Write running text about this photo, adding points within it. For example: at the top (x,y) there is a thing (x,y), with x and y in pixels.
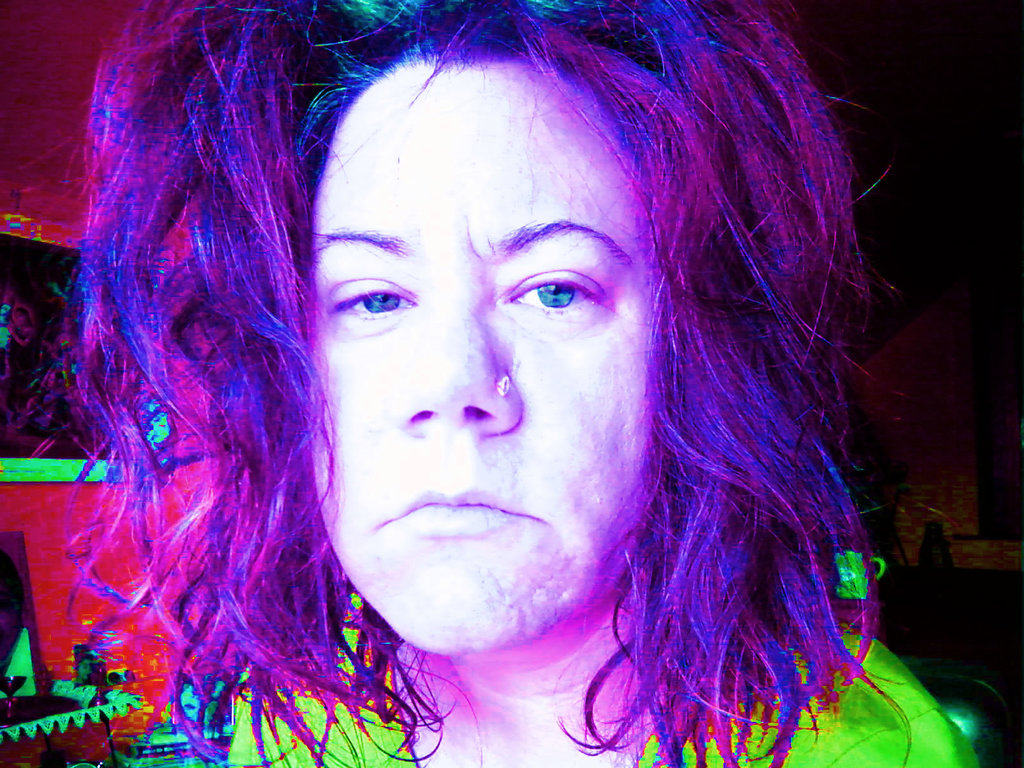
In the image there is a woman (433,205) in the middle (611,349) with purple hair (656,407) and green dress (310,705).
